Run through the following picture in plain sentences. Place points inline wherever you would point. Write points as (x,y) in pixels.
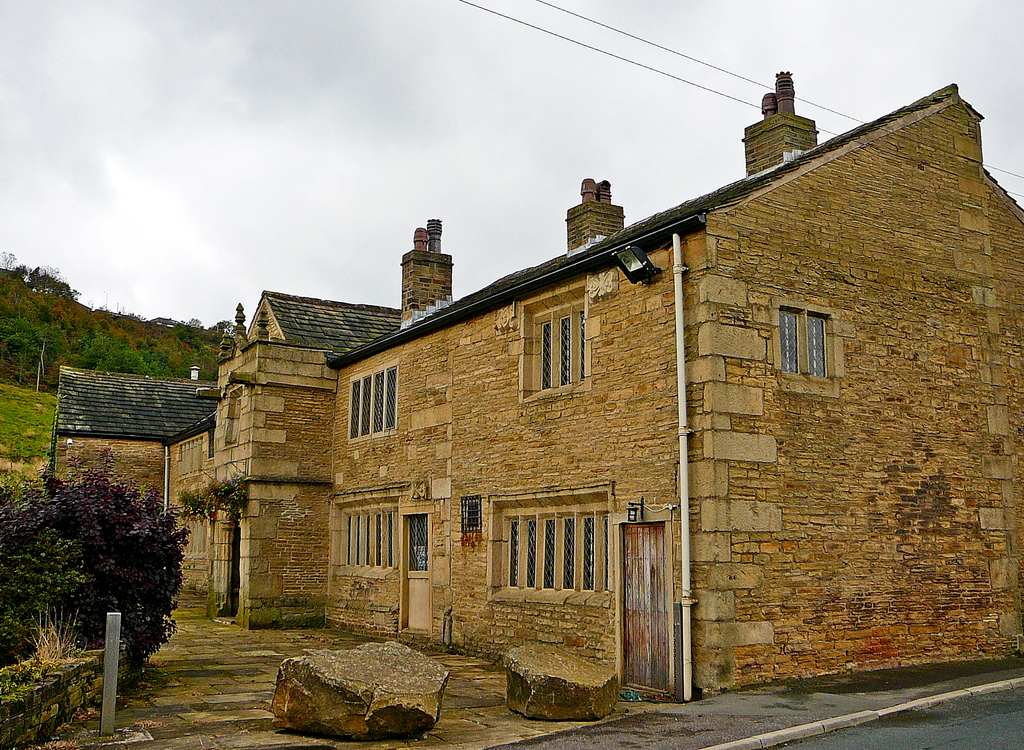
In the foreground (380,368) I can see stones (398,718), fence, trees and a building (392,491). In the background (303,250) I can see a mountain (95,320), the sky (289,248) and wires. This image is taken during a day.
